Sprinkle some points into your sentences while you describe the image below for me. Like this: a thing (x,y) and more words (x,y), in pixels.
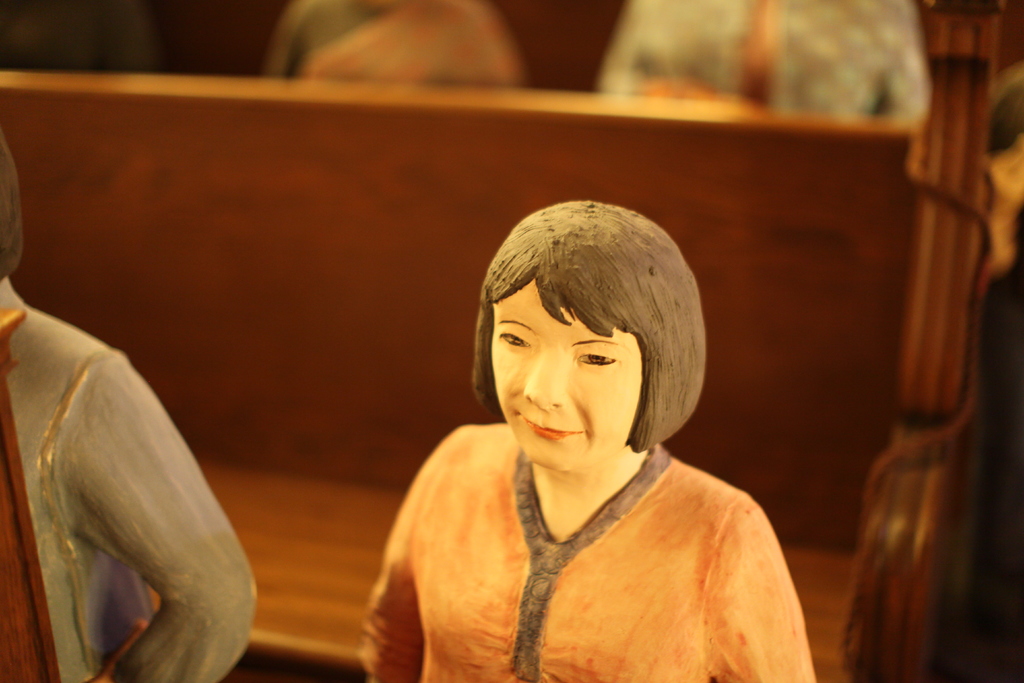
There are statues of people (199,508). In the back (878,308) there is a bench (847,421).
